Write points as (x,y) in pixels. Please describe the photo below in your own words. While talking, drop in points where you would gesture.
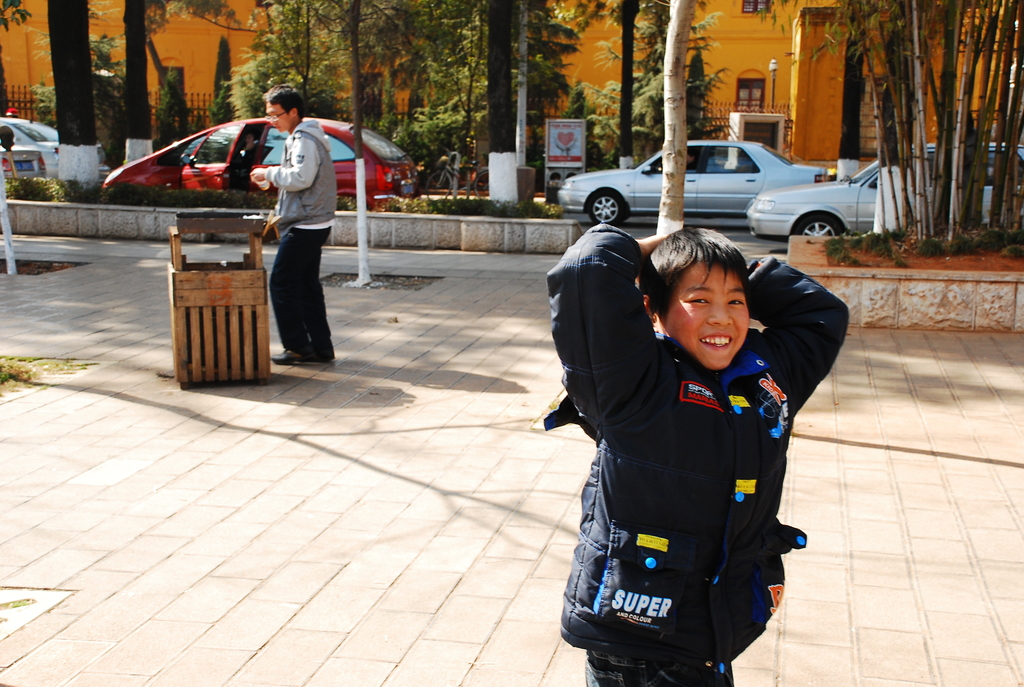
In this picture we can see two people (656,335) in the middle of the picture (633,369) the boy (624,462) is standing and smiling, in the background (719,197) we can see couple of cars (763,210), couple of trees (484,101) and couple of buildings (727,78).
